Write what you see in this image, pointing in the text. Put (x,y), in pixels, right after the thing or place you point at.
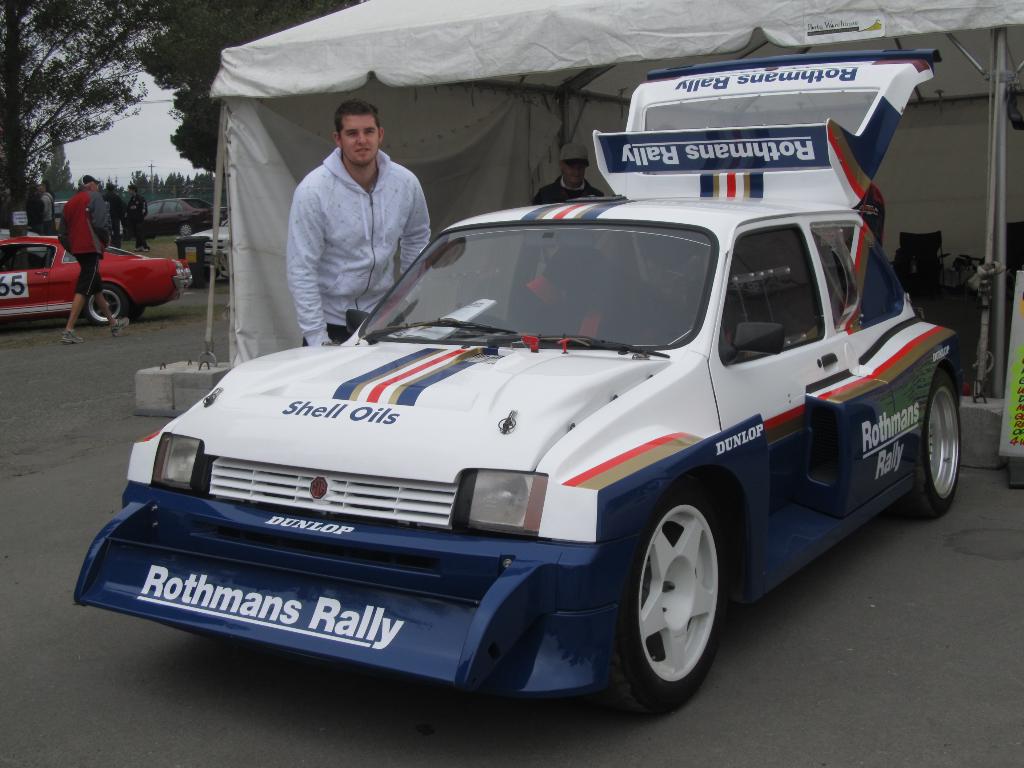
This picture is clicked outside the city. In front of the picture, we see a car (543,442) in white and blue color is parked on the road (223,689). Beside the car (433,322), we see a man (293,264) in the white jacket (368,257) is standing. Behind the car (616,194), we see a man (571,176) is standing under the white tent (544,78). On the left side (84,212), we see a man (84,243) in red T-shirt (83,237) is walking on the road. Beside him, we see cars (157,267) parked on the road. Beside the car (61,276), we see people (45,210) are standing. There are trees (206,149) and poles (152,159) in the background (198,42).
